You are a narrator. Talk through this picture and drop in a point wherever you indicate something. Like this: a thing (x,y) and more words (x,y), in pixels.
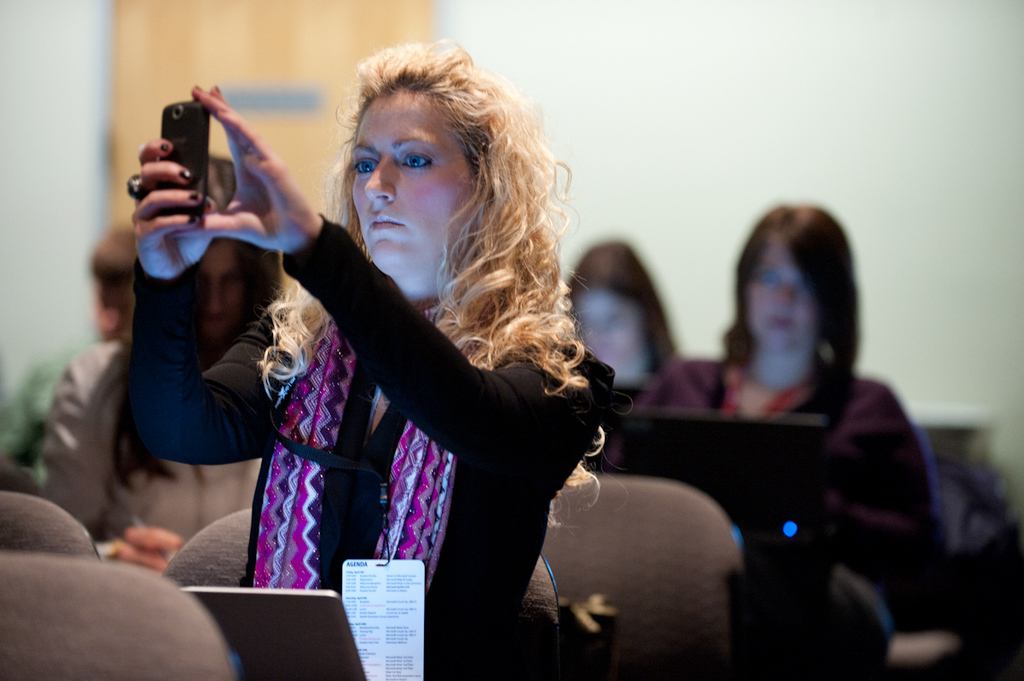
In this image there is a woman (314,397) sitting and holding a mobile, and there is a laptop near her, there are chairs (132,576), group of people (701,380) sitting on the chairs (612,552), a person (909,492) with a laptop (759,465), and in the background (746,179) there is a wall (838,78).
